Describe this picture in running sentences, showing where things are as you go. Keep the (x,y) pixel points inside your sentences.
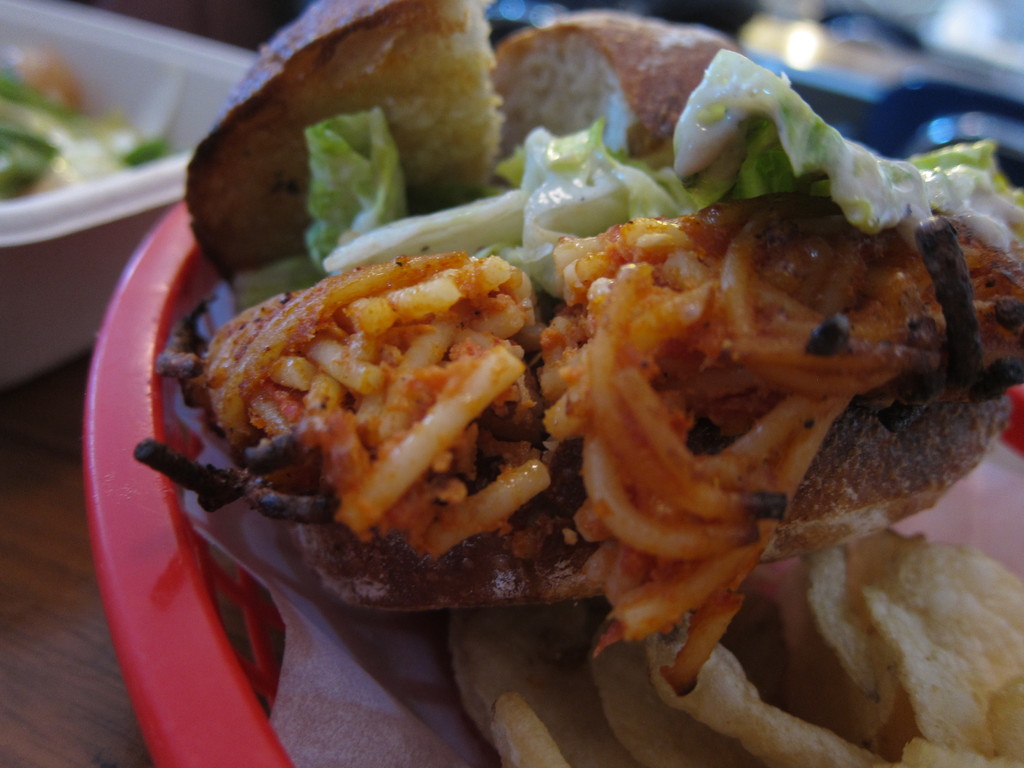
On this wooden surface (53,650) we can see bowls (99,557) with food (635,295). Background (974,77) it is blur.
